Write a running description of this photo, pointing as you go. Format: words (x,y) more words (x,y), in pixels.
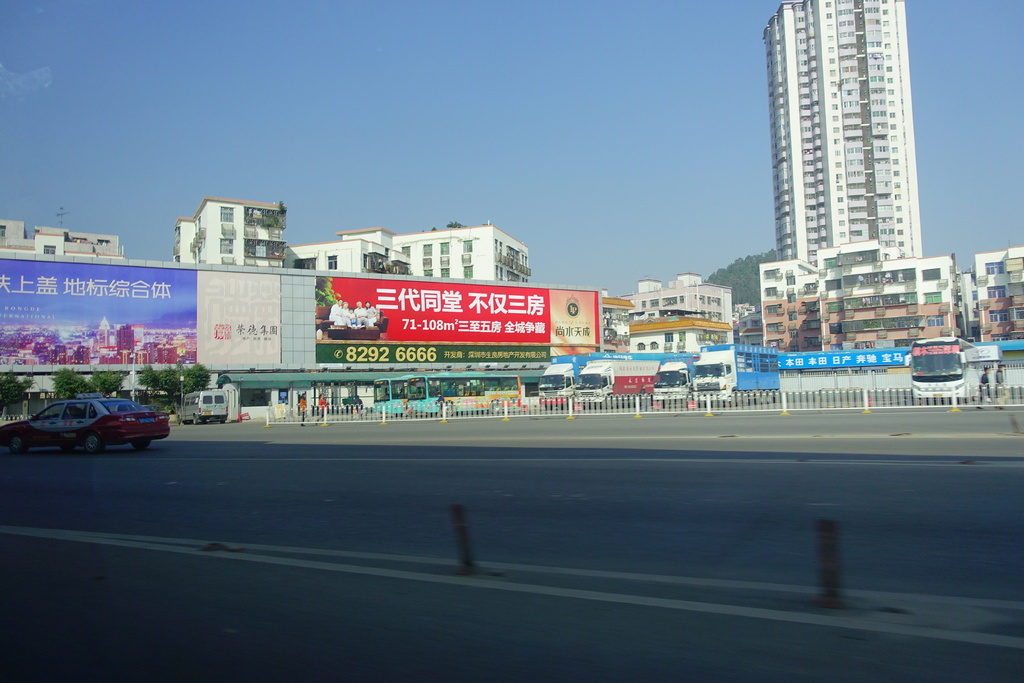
In this image I can see few vehicles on roads (475,435) in the front (313,439). In the background (685,346) I can see few boards (104,357), number of buildings (788,270), few trees (179,377), the sky (259,106) and on these boards (462,287) I can see something is written.
